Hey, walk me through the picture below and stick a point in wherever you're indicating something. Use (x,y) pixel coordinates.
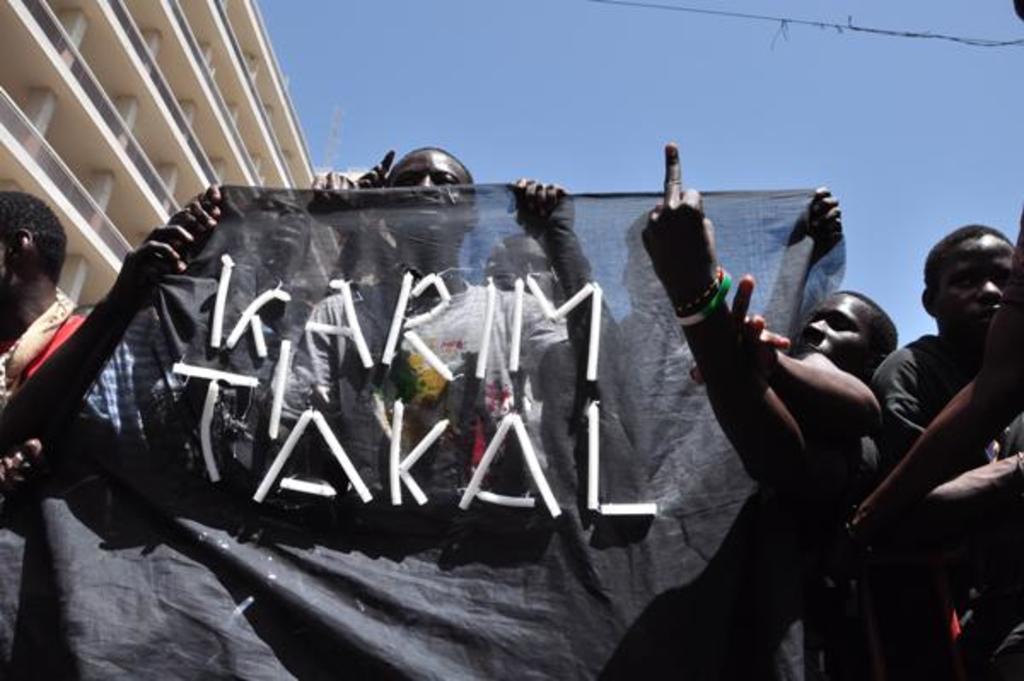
In this picture we see a building (134,127) and few people (925,469) standing and few of them holding a black color cloth (186,322) with some text (623,505) on it and we see a blue sky (612,100).
